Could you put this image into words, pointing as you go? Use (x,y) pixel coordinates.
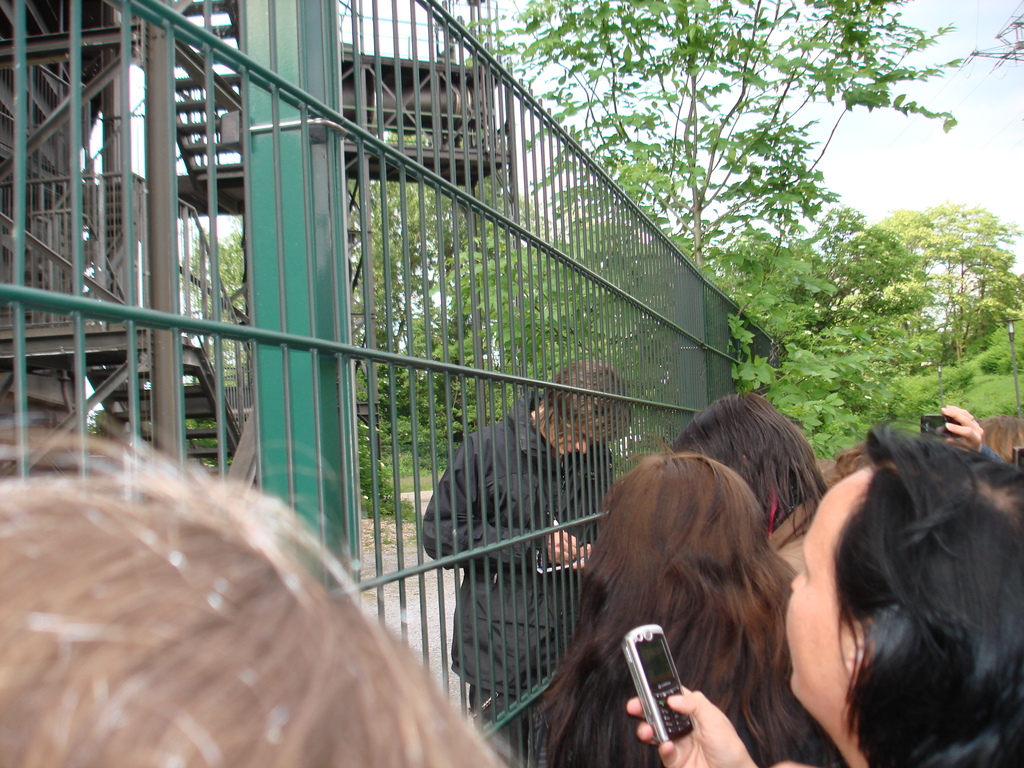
In this image, In the bottom (855,682) there are some people (871,624) standing and in the left side (130,383) there is a fence (261,240) which is in green color, In the background (720,269) there are some plants (768,150) and trees (946,215) which are in green color.
